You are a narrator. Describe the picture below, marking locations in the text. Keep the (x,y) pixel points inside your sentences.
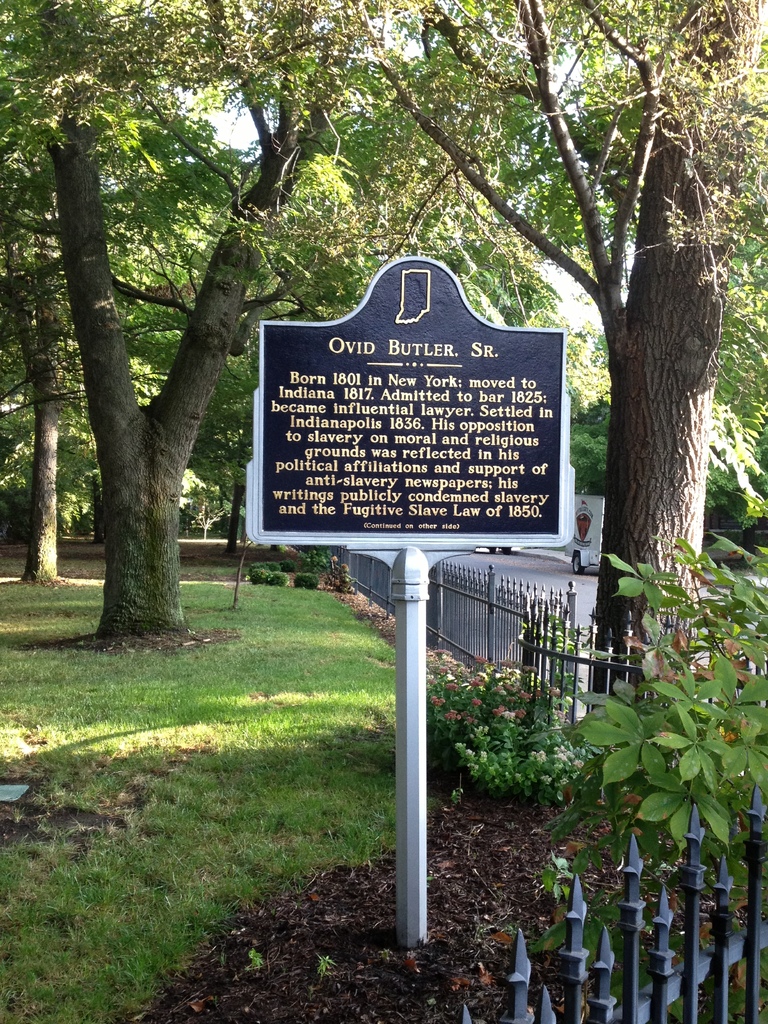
In the picture I can see a board (457,360) on which some words (439,479) written and there are some trees (238,348), grass (340,788), on right side of the picture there is a road (495,566) on which some vehicles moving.
